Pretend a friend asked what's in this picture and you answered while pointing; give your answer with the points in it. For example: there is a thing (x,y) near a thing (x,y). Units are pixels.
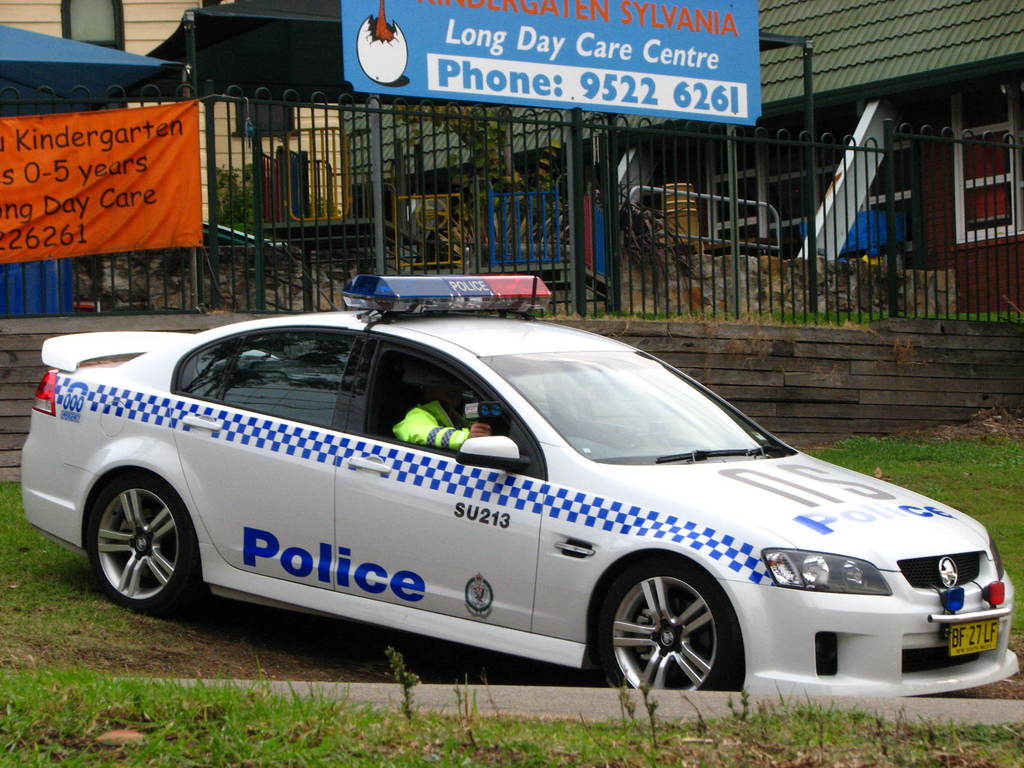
In this image I can see a car (624,490) in the center of the image (658,380) and a person (453,385) sitting in the car (395,455). I can see the grills (613,224) with some banner (127,194) and some text (133,173). I can see a board (497,93) at the top of the image (587,55) with some text (552,54). I can see a building (869,61) behind the grills (930,135) and banner (120,180). At the bottom of the image (339,736) I can see the ground (465,742) with grass (277,742).
